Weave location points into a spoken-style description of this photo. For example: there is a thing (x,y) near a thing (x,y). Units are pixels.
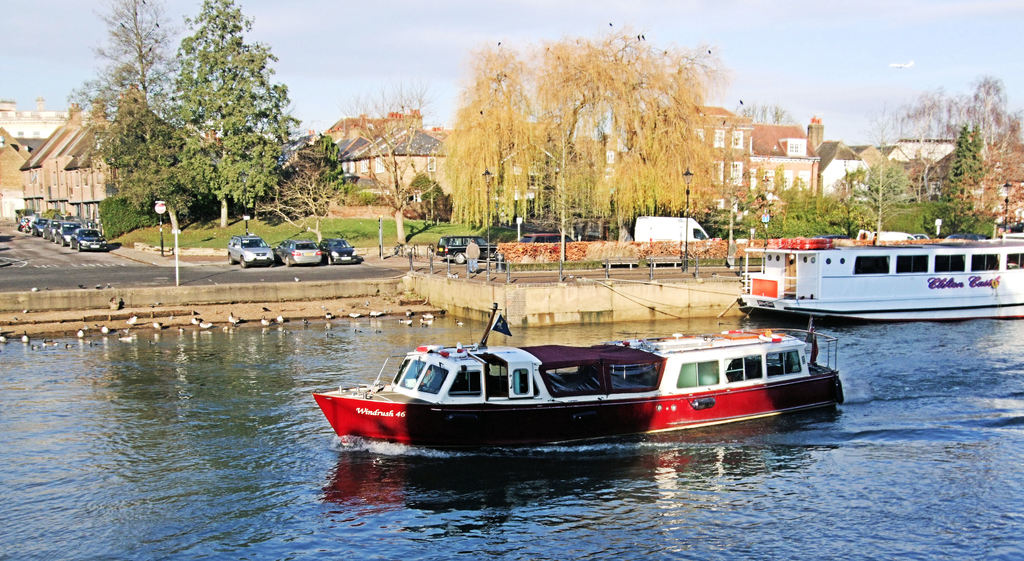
In this image there are two boats (587,400) in the water (306,473). We can also see ducks (121,334) in the water (294,336). At the back side (75,235) there are cars (107,243) on the road (264,274). There is a signal board (161,234) beside the road (186,274). At the background (138,149) there are trees (140,176), buildings (358,175) and sky (354,81).
